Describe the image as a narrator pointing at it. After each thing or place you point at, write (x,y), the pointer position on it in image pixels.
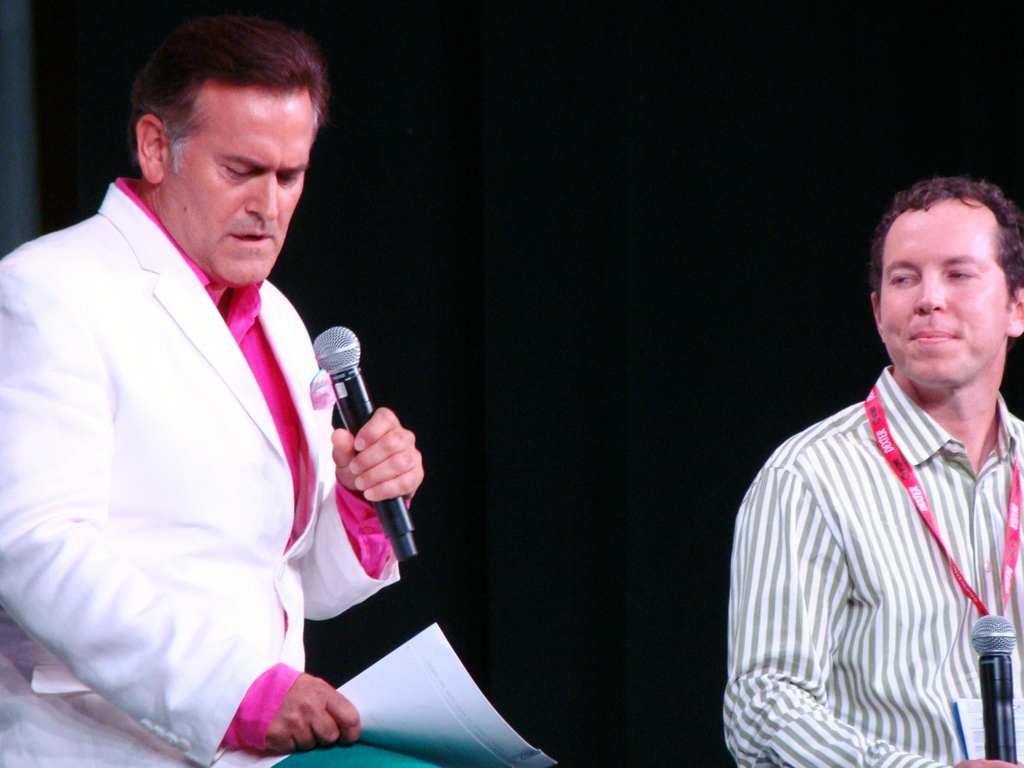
A man (179,61) is speaking with a mic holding in his hand (369,470). There is another man (751,607) beside him holding a mic (988,711).
